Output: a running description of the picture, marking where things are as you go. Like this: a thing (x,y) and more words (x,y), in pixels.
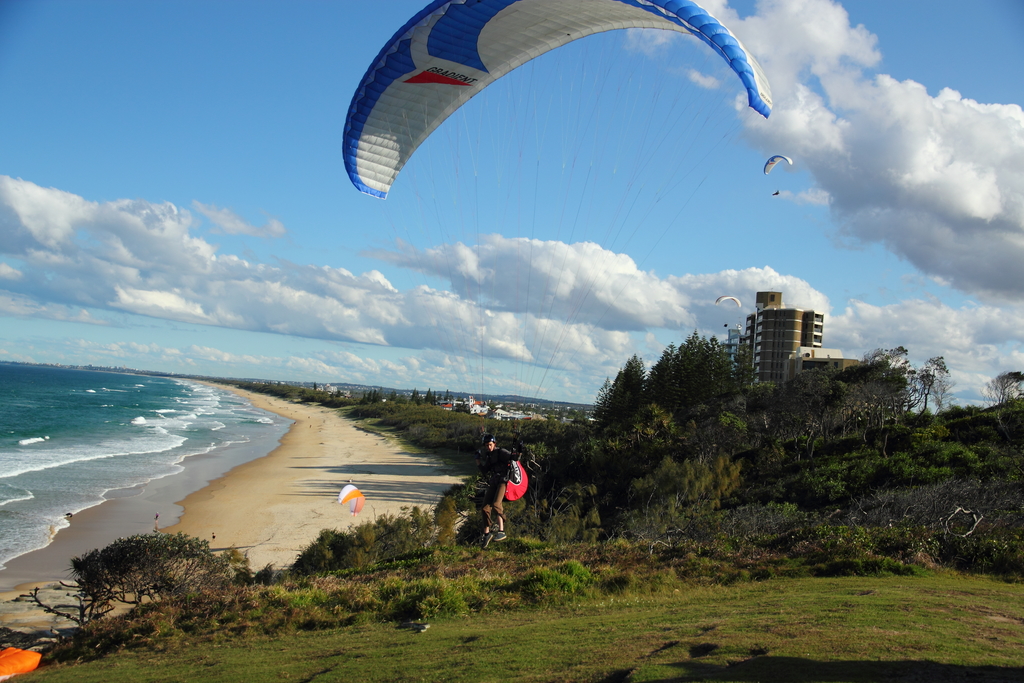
In this image, there is a person (496,495) doing paragliding in the middle of the image (486,451). There is a beach (273,440) on the left side of the image (207,420). There are some trees (716,388) and buildings (794,357) on the right side of the image (749,349). In the background of the image (322,361), there is a sky (238,289).
